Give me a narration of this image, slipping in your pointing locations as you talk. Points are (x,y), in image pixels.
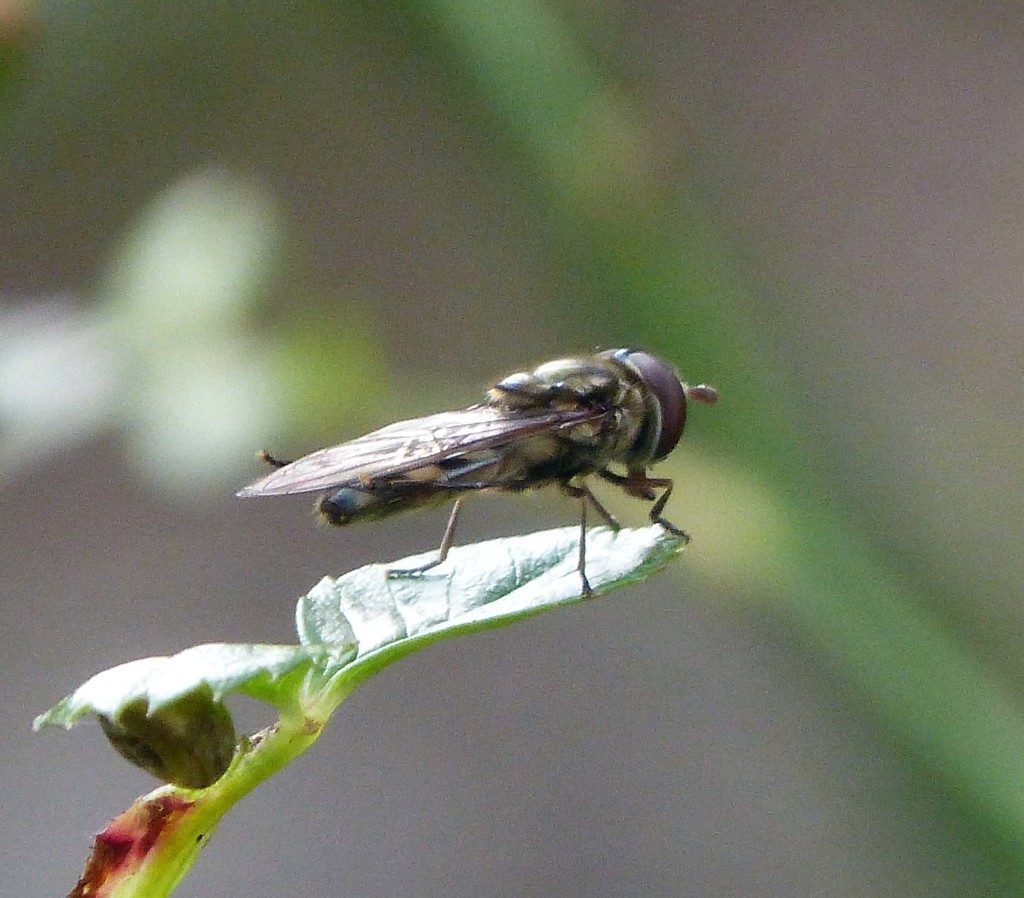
It's a hoverfly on the leaf (415,644) of a plant (415,644).
